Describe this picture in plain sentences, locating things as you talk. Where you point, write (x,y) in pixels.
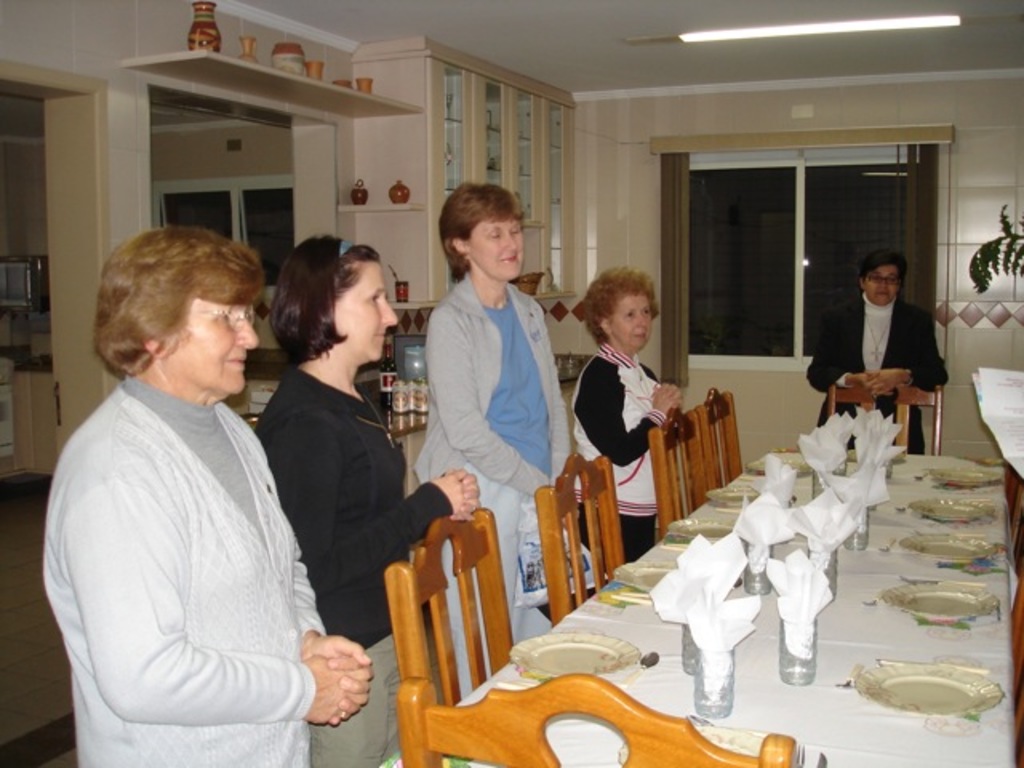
The image looks like it is clicked inside the house (577,267) in the dining hall (401,327). There are five persons (916,318) around the dining table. There are many plates (628,650) and glasses (791,668) along with tissues (676,609) on the dining table (665,667). To the left (191,680) the woman (170,630) is wearing gray color jacket (153,578). In the background (546,117) there is a cupboard (531,165) with some crockery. To the right (835,175) there is a window (855,185) along with curtain (917,187).
